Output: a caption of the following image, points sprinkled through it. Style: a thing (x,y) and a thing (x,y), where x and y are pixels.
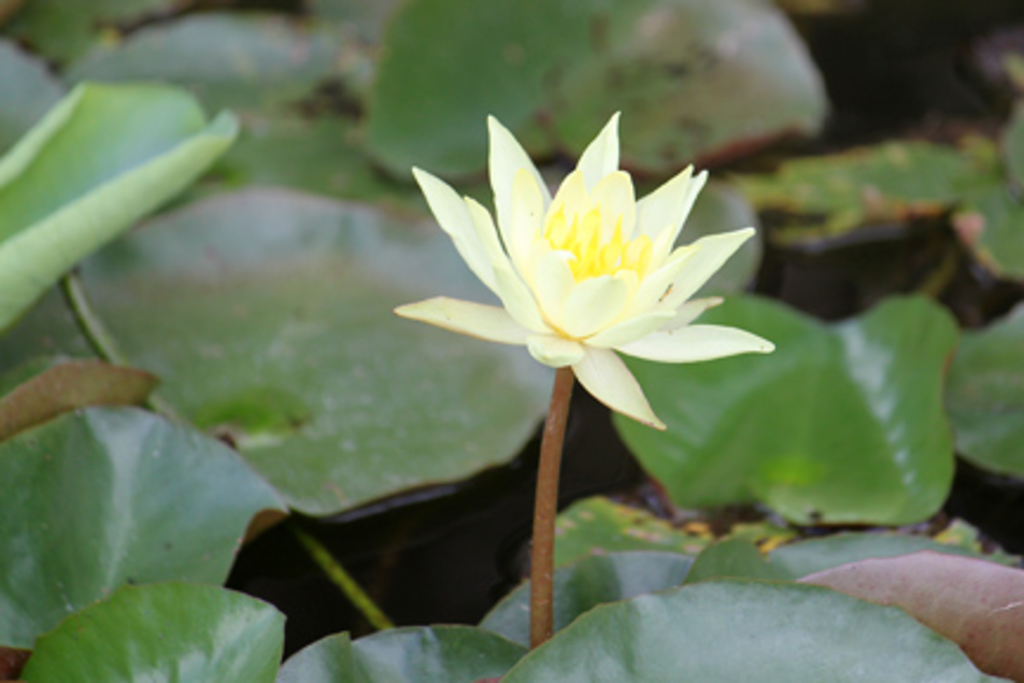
In this picture, we see a flower (542,305) in white color. In the background (301,260), we see the leaves (729,131) and these leaves (738,446) might be floating on the water (378,515). This picture is blurred in the background (778,191).
